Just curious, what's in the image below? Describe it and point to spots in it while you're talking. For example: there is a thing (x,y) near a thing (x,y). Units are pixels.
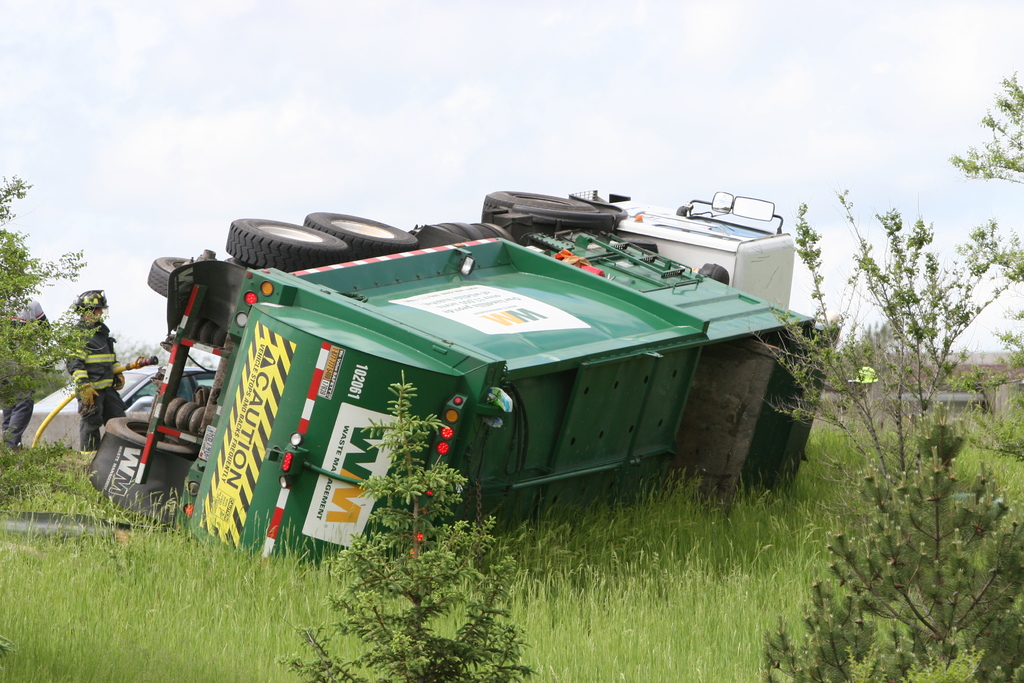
As we can see in the image there is a truck (411,269), plants (932,542), grass (761,511), a person (79,366) standing over here and sky (530,77).
